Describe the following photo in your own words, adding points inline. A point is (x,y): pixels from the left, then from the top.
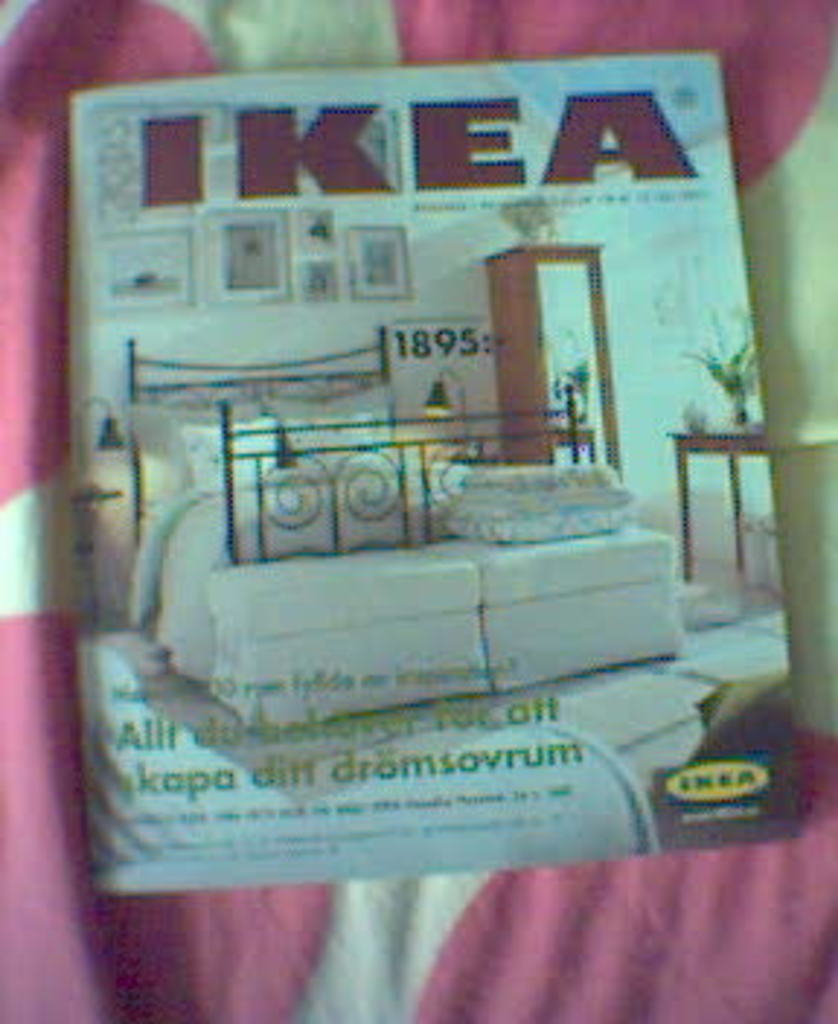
In this picture I can see a book (385,710) and I can see text (566,156) and picture (451,520) of a room (603,269) on the cover page (240,266) of the book (589,787) and I can see a cloth (823,980) under the book (651,566).
